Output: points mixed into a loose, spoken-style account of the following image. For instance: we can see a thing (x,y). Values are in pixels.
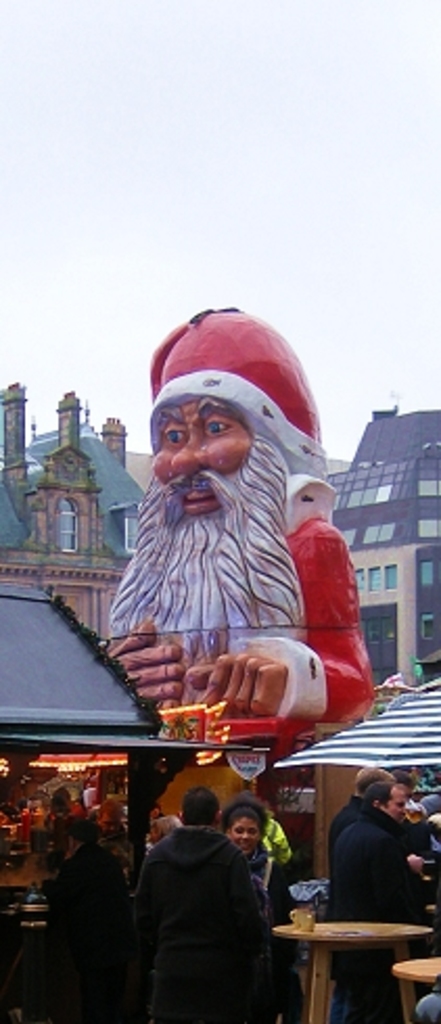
In this picture we can see some persons (393,836) standing in front of table (296,934) and on table (369,923) we can see glasses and in background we can see buildings (132,462) with windows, toy like statue (208,325), sky (173,155).
